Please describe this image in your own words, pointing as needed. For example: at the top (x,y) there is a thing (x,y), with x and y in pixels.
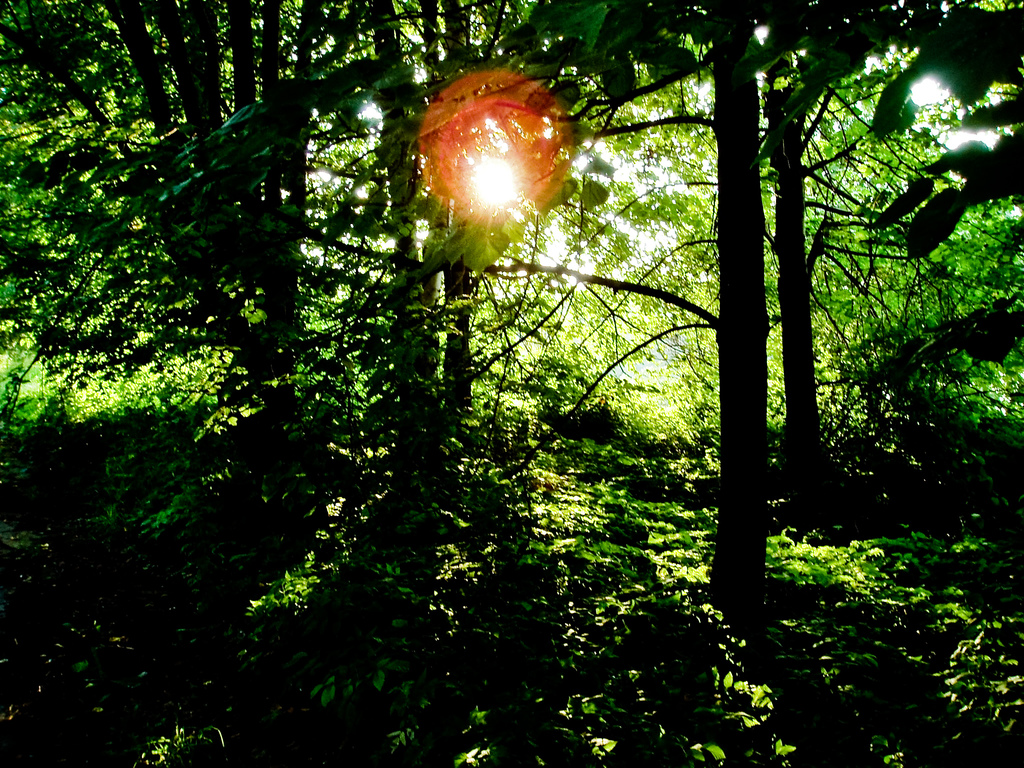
In this image I can see plants (460,561) and trees (375,376). In the background (481,205) I can see the sun (483,186).
